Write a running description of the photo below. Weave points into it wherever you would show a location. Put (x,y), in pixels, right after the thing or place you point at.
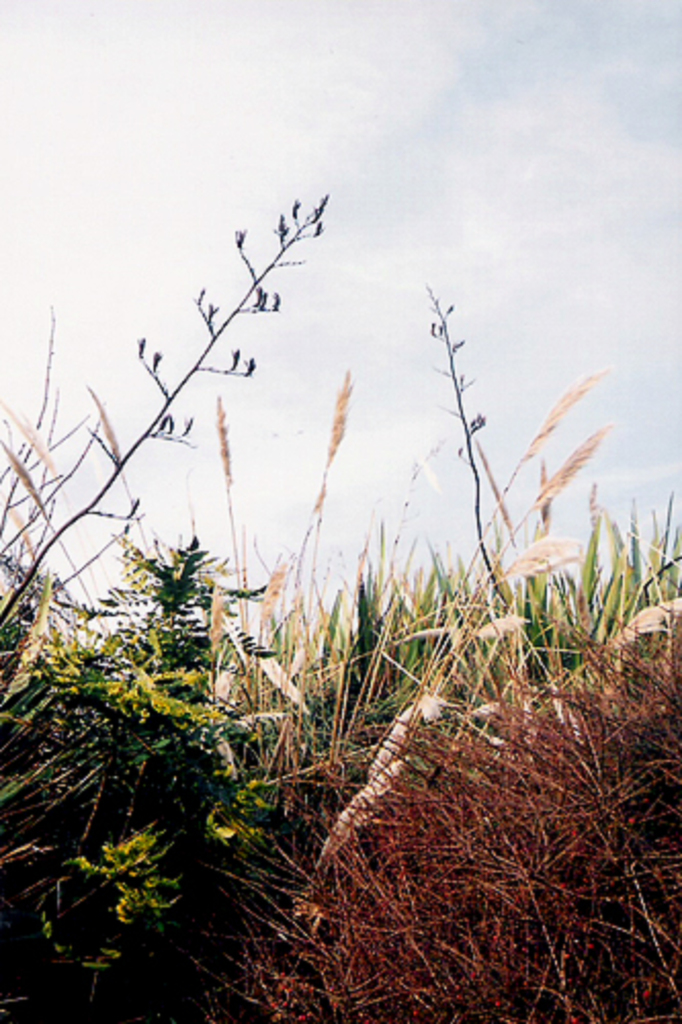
In this image there are plants (225,693), in the background (395,456) there is the sky (415,289).
